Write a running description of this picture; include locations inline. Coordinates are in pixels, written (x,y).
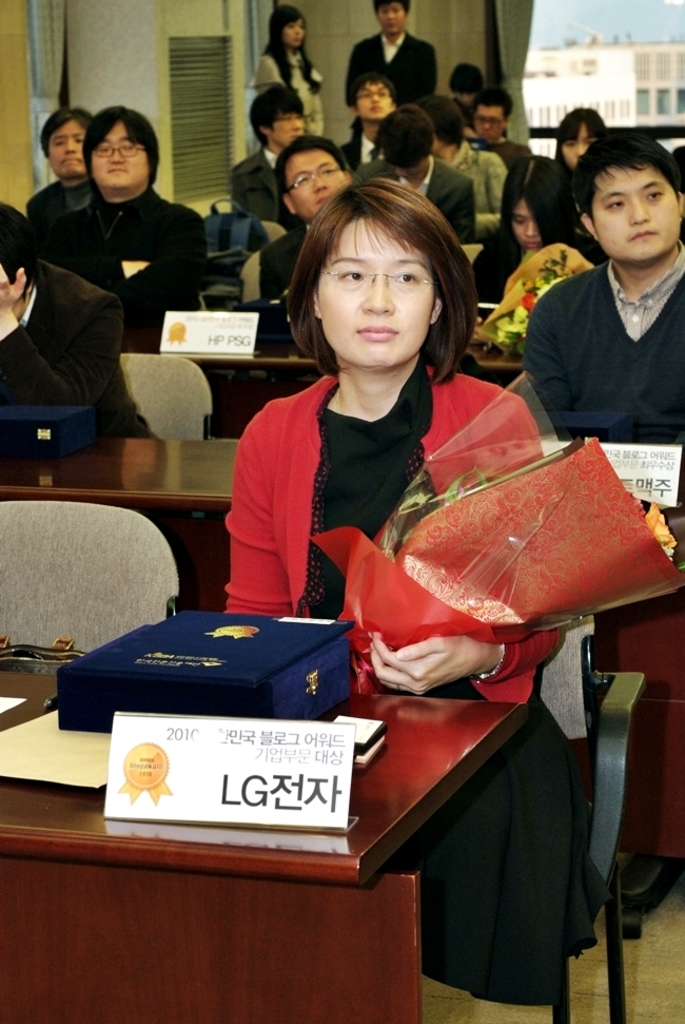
In this image there are persons (396,243) sitting and standing and there are boards (205,766) with some text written on it, there are tables (250,388) and on the table (242,394) there are objects (291,619), there is an empty chair (103,556). In the background (609,84) there are curtains (527,30) and there is railing (633,130), behind the railing (643,130) there is a building (613,72) and there is sky (620,20).
